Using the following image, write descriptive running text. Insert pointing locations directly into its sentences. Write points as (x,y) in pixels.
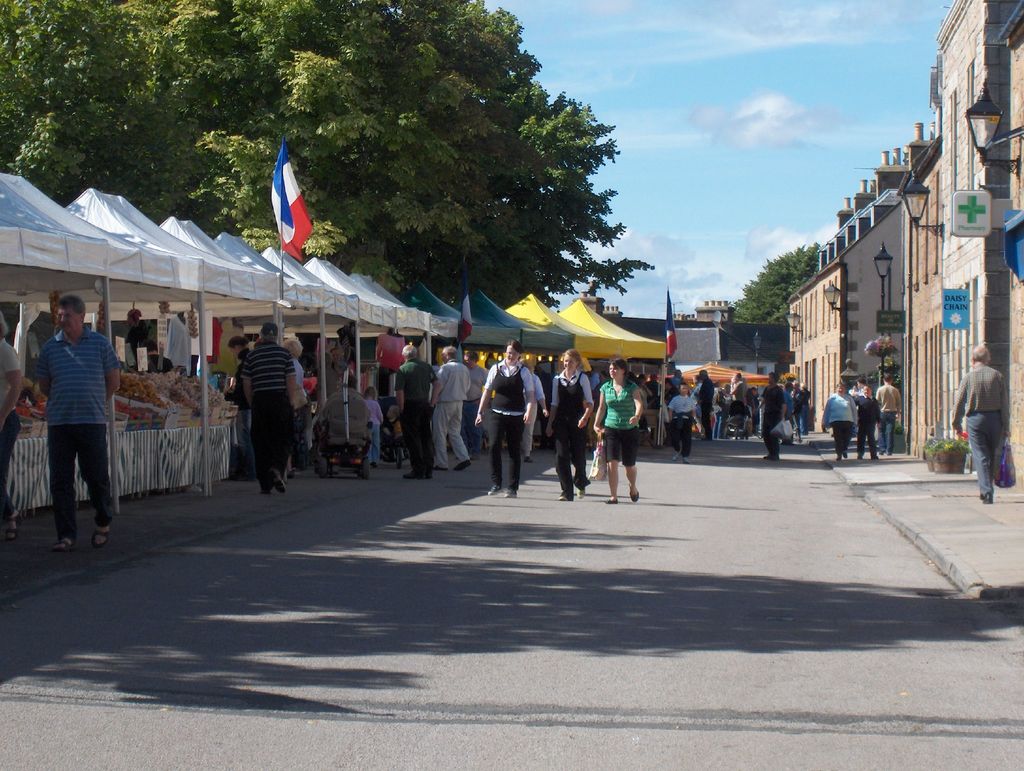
In the foreground of this image (569,507), there are people (617,437) walking on the road (557,504). On the left (43,308), there are few tents (393,311), flags (282,220), few objects (182,407) and the people (92,468). On the right (954,379), there are buildings (837,365), poles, boards (960,311) and few people (985,482) walking on the side path (985,562). In the background (554,166), there are buildings (706,314), trees (755,314) and the sky (786,45).
